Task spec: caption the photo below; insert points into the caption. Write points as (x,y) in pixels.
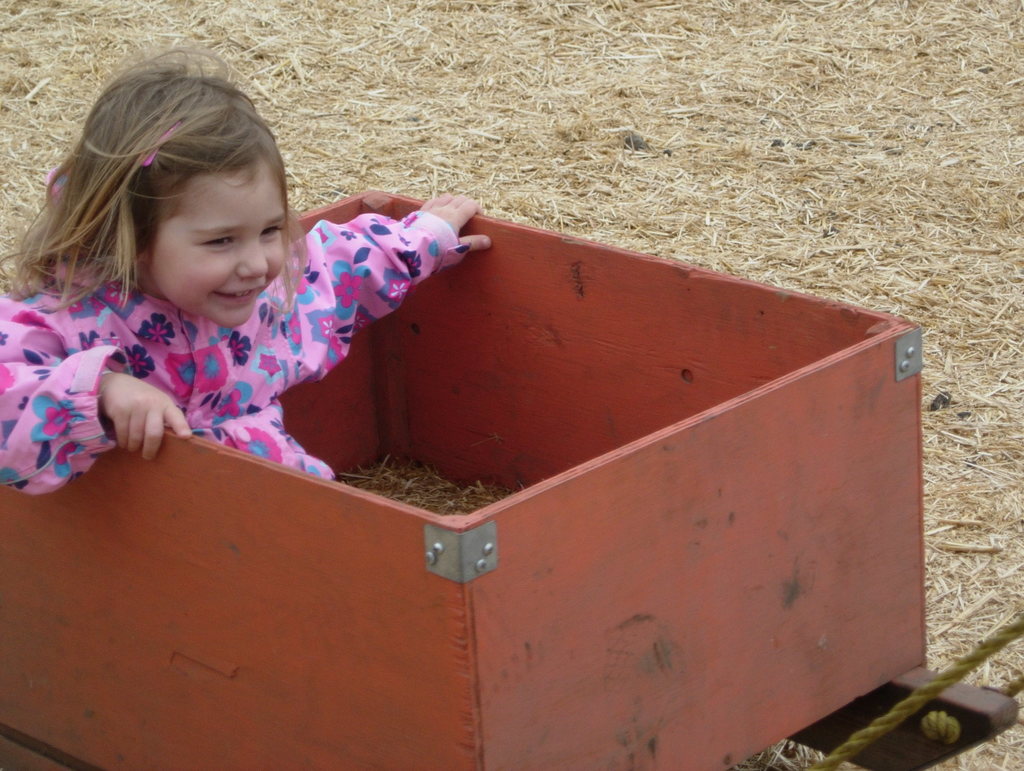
In this picture I can see on the left side (228,289) there is a girl (283,445) might be sitting in a box (633,509), she is wearing a pink color dress (280,374), in the bottom right hand side (968,664) I can see a rope (899,715).
